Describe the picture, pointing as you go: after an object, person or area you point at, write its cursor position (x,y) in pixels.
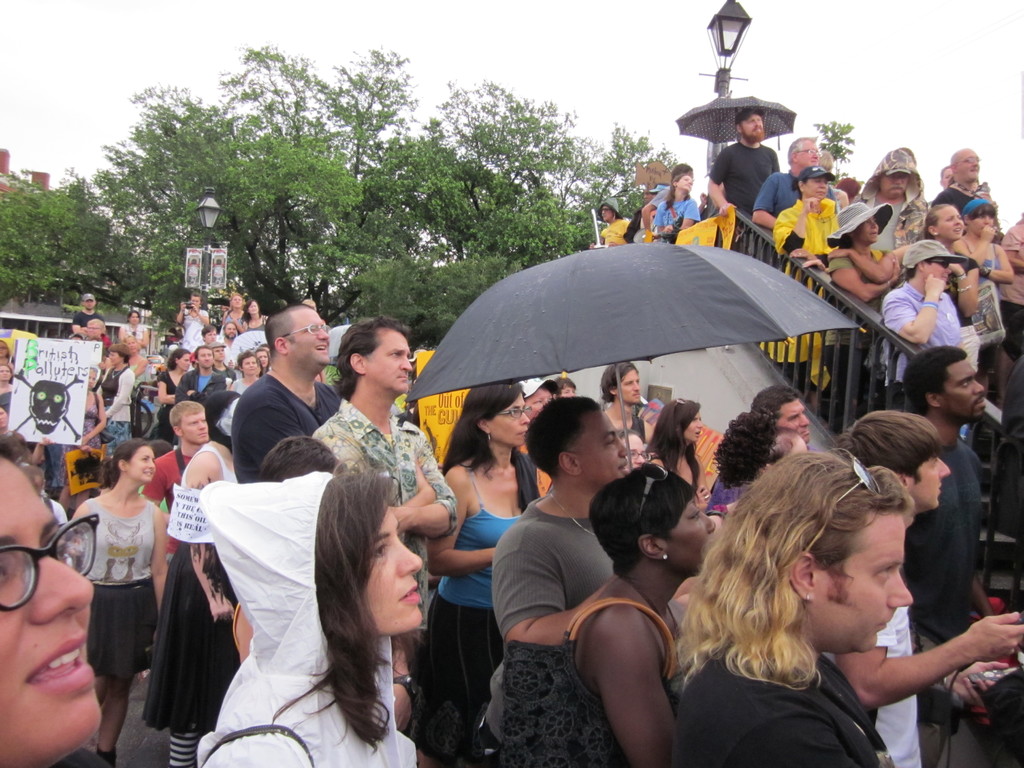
In this image we can see a group of people (490,584) standing on the ground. In that we can see some people (577,422) holding the umbrellas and a person (13,451) holding a paper (39,366) with some text (66,364) and picture (49,397) on it. On the right side (1011,503) we can see a staircase (995,546) and some people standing on it. On the backside (374,292) we can see a group of trees (361,278), some street lamps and the sky (456,41) which looks cloudy.
